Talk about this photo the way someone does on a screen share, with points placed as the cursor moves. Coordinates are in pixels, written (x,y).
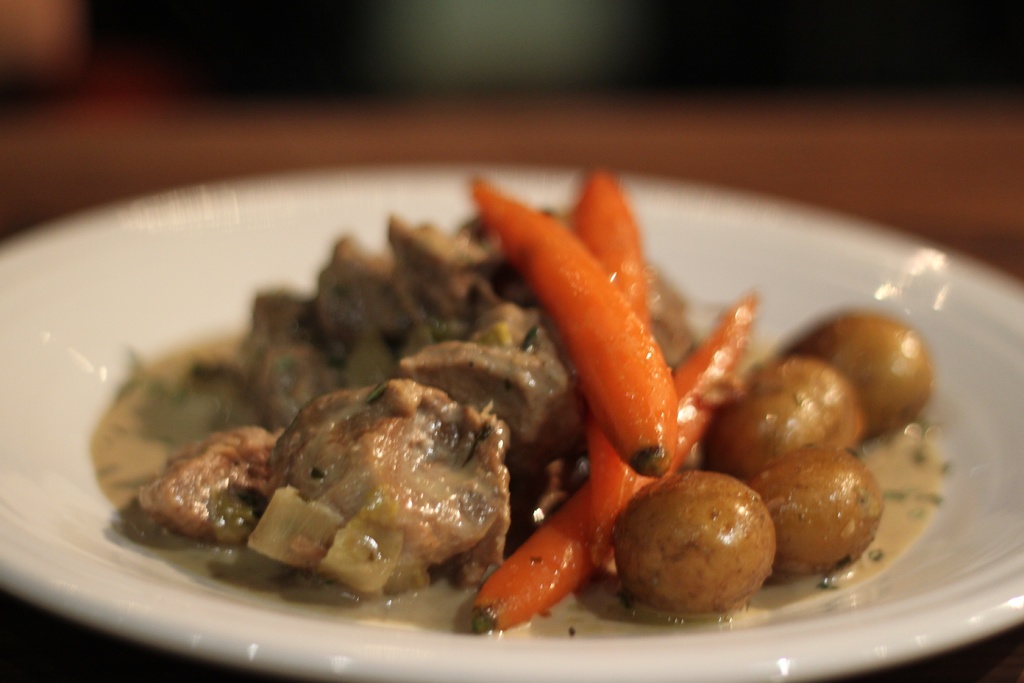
In this image we can see some food items (488,304) on the plate (335,681), and the background (654,20) is blurred.
